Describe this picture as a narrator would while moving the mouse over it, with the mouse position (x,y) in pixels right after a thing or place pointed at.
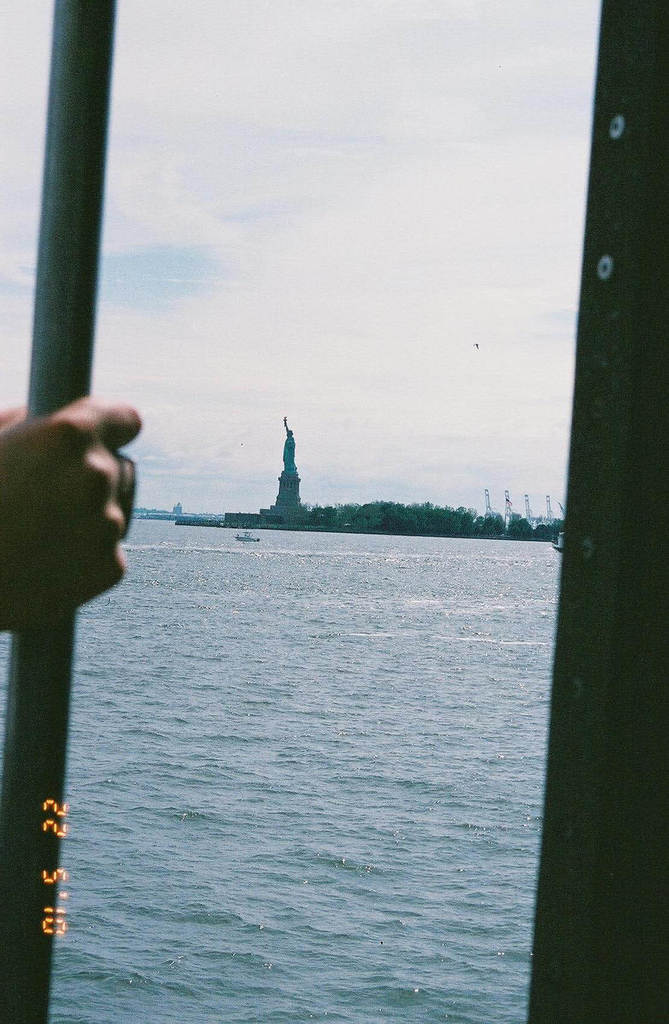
In this image I can see a statue (288,517), few trees (419,517), towers (489,504), boats (237,538), water (258,537) and the person (109,521) is holding a pole (28,748). The sky (330,281) is in white and blue color.
